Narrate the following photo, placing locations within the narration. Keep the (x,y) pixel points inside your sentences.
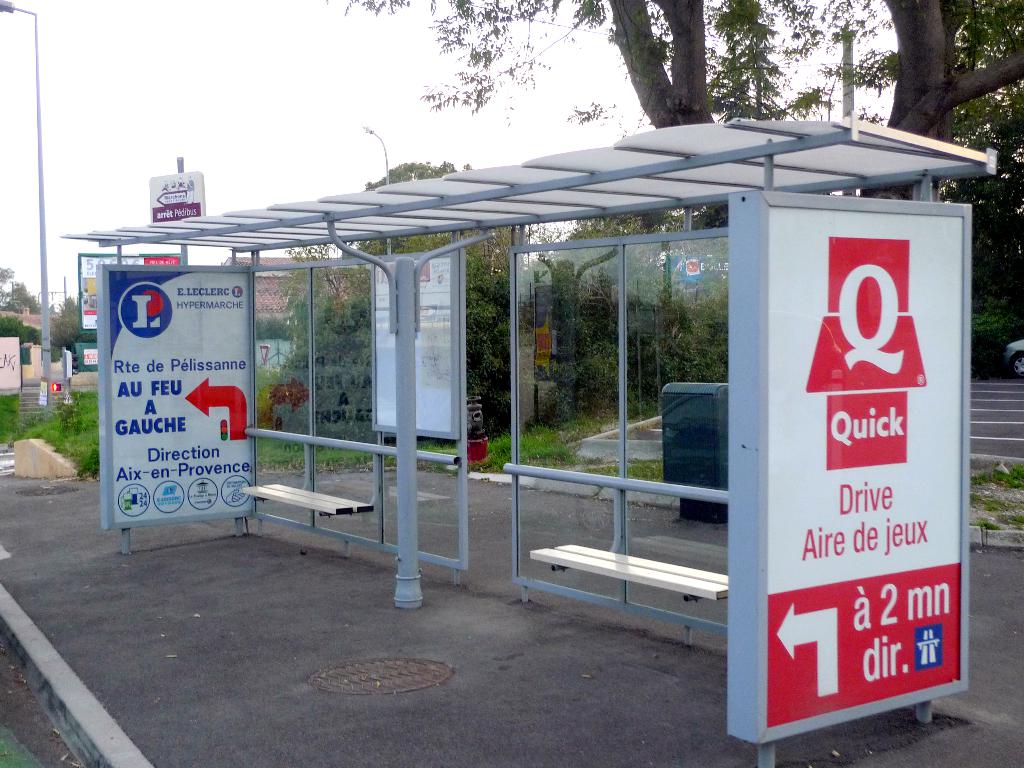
In this image I can see the side walk (269,704), few metal poles (410,464), few benches (645,561), and few banners (774,447) on the side walk (280,633). In the background (673,104) I can see few trees (671,120), few poles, a building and the sky (145,141).
